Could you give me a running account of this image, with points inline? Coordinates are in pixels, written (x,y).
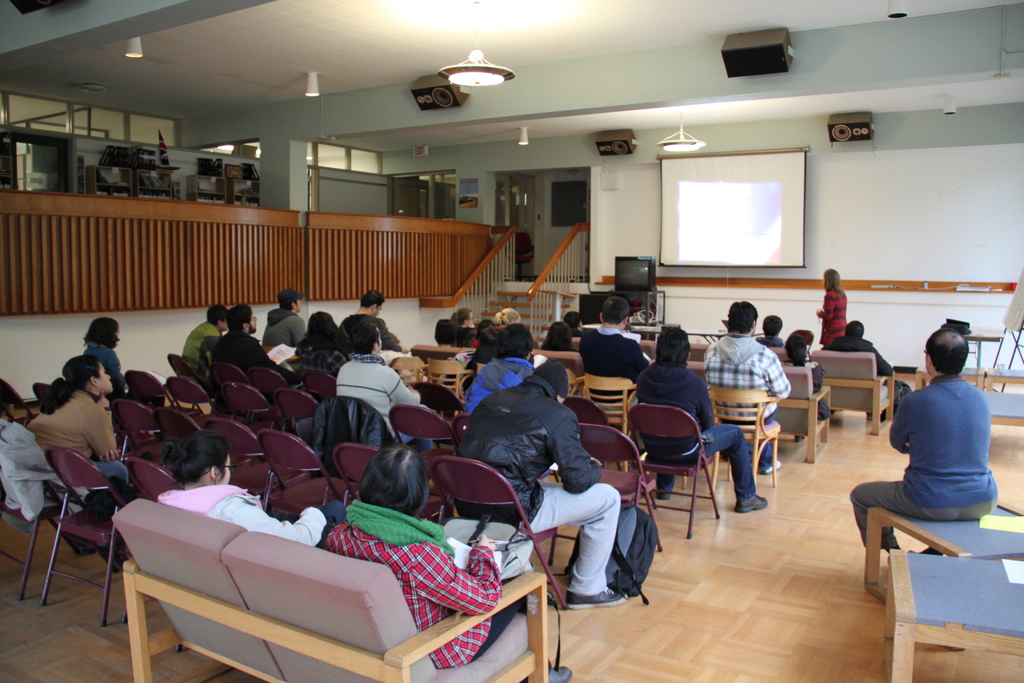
In this picture we can see a group of people (288,317) are sitting on the chair (248,407), and in front here is the projector (684,191), and here a person (825,315) is standing, and here is the staircase (569,275), and here is the light (458,72).
